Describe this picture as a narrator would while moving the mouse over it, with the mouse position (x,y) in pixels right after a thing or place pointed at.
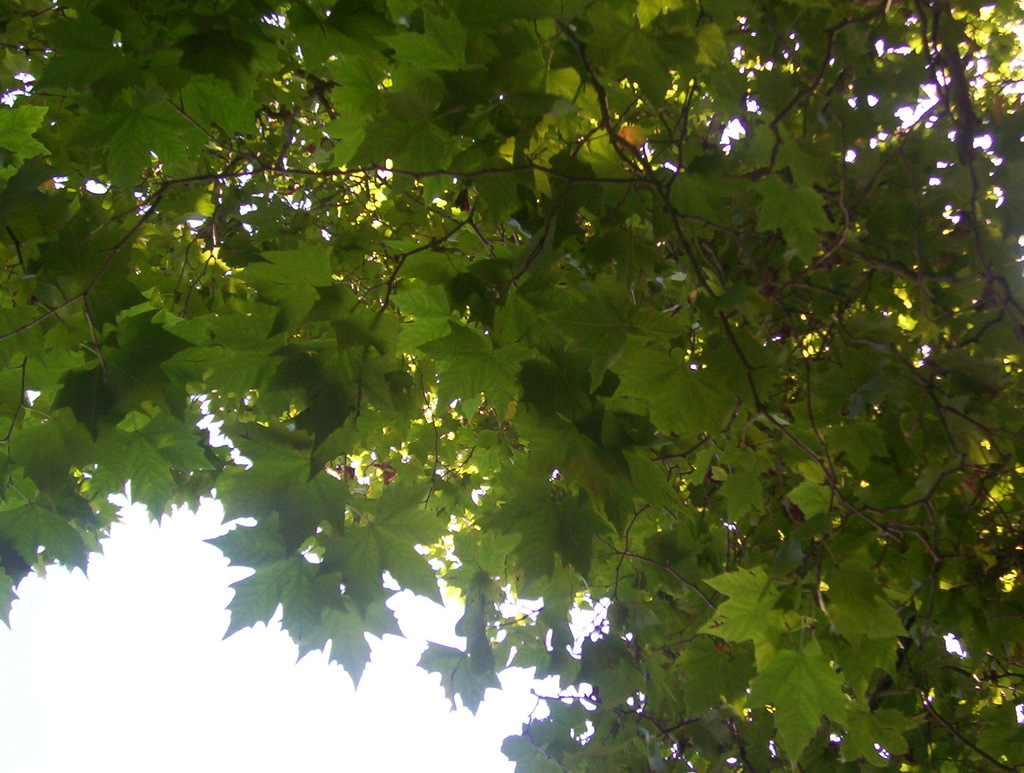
In this image we can see a tree (774,204) with leaves (473,159) and stems (160,182). At the bottom of the image (351,718) there is sky (204,712).
